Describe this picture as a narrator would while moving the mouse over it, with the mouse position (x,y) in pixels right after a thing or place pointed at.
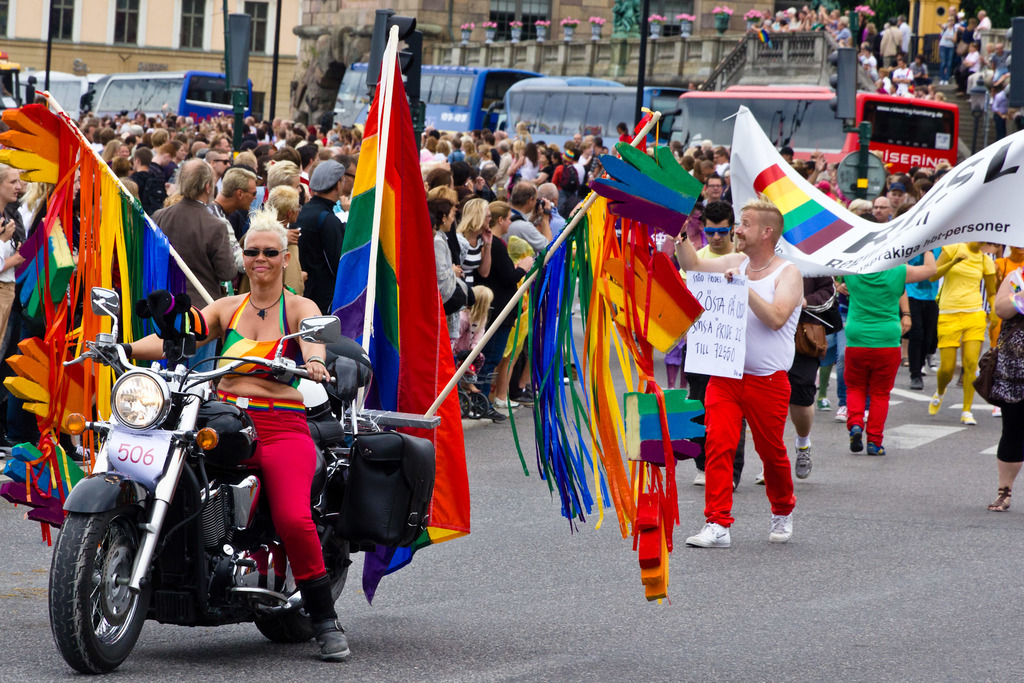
This picture describes about group of people (232,169), they are all standing, and few are walking, and a person (274,353) is riding a motorcycle (149,417) on the road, in the background (793,364) we can see few people (739,374) are holding a flex (997,193) in their hands (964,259), and also we can see couple of buses (608,81), buildings (680,65) in the background (828,54).
